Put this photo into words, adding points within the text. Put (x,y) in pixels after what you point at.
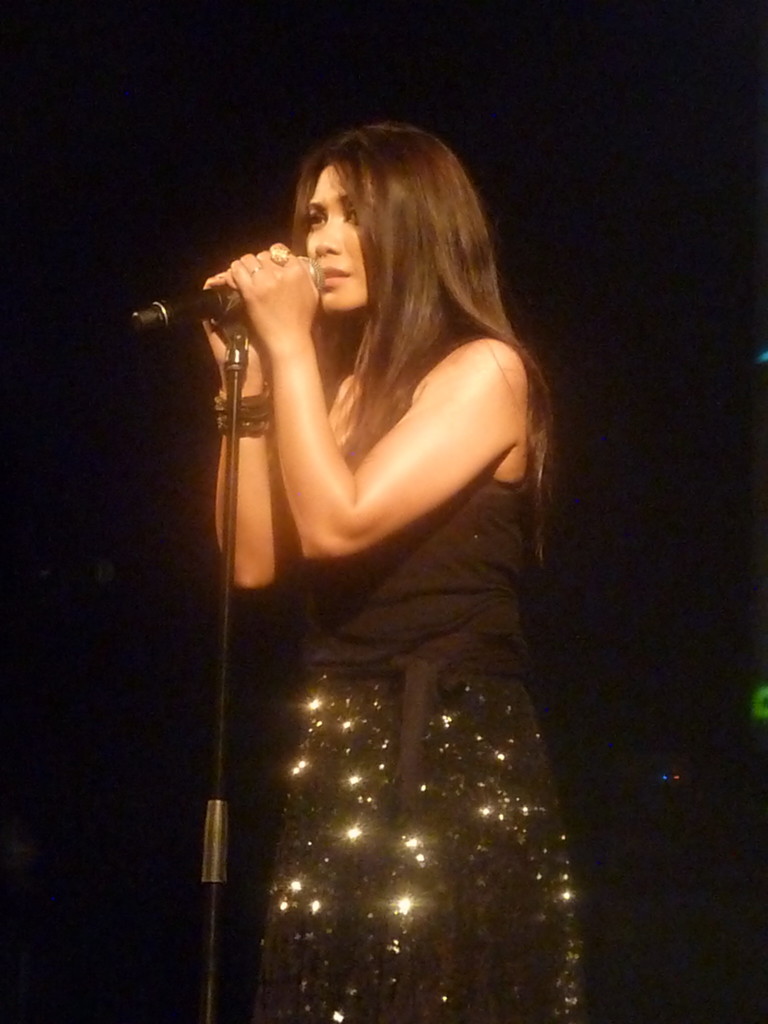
In this picture there is a woman (328,290) standing and holding a microphone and we can see stand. In the background of the image (635,319) it is dark.
